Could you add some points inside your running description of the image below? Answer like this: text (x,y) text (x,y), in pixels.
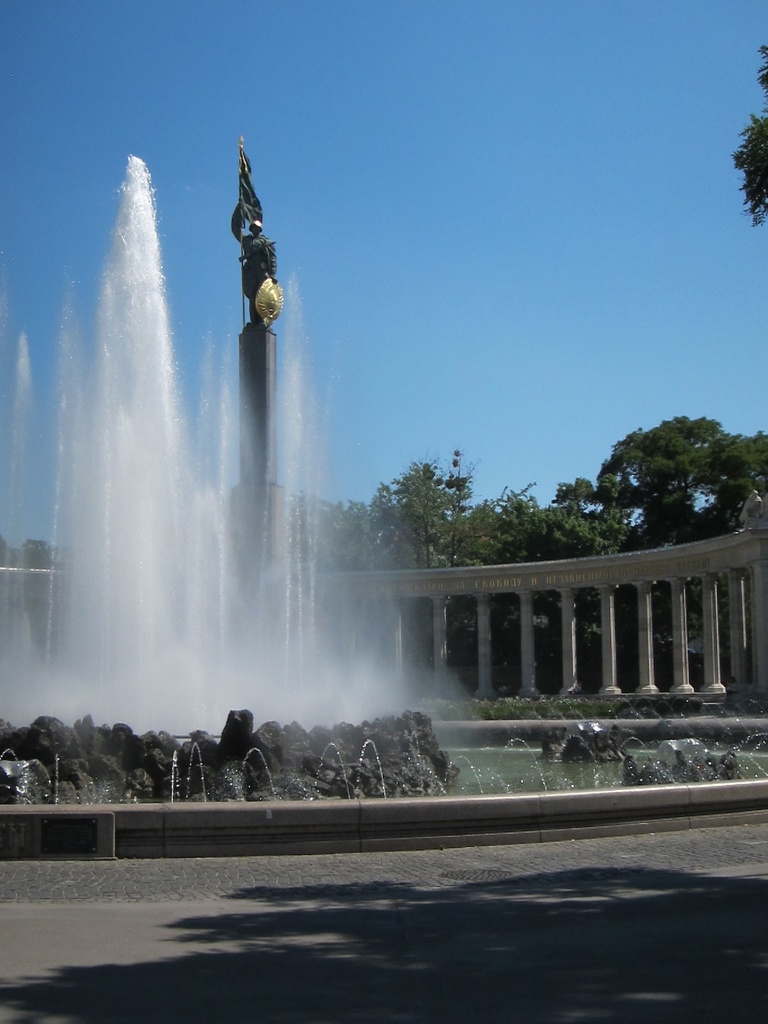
In this image I can see a shadow (723,936) on the road (371,924). In the background (639,822) I can see the water fountain (152,494), a sculpture (239,213), number of pillars (709,591), number of trees (444,517) and the sky (353,266).
